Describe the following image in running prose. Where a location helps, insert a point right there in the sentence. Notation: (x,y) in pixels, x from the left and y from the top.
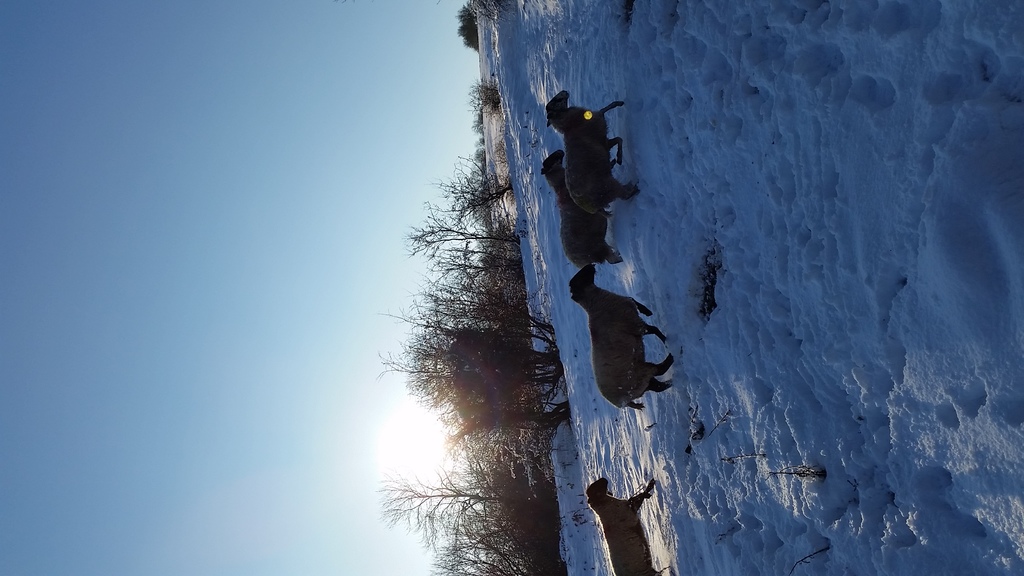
This is a tilted picture. We can see sky (206,438), bare trees (505,362), animals (607,335) and snow (787,322).
